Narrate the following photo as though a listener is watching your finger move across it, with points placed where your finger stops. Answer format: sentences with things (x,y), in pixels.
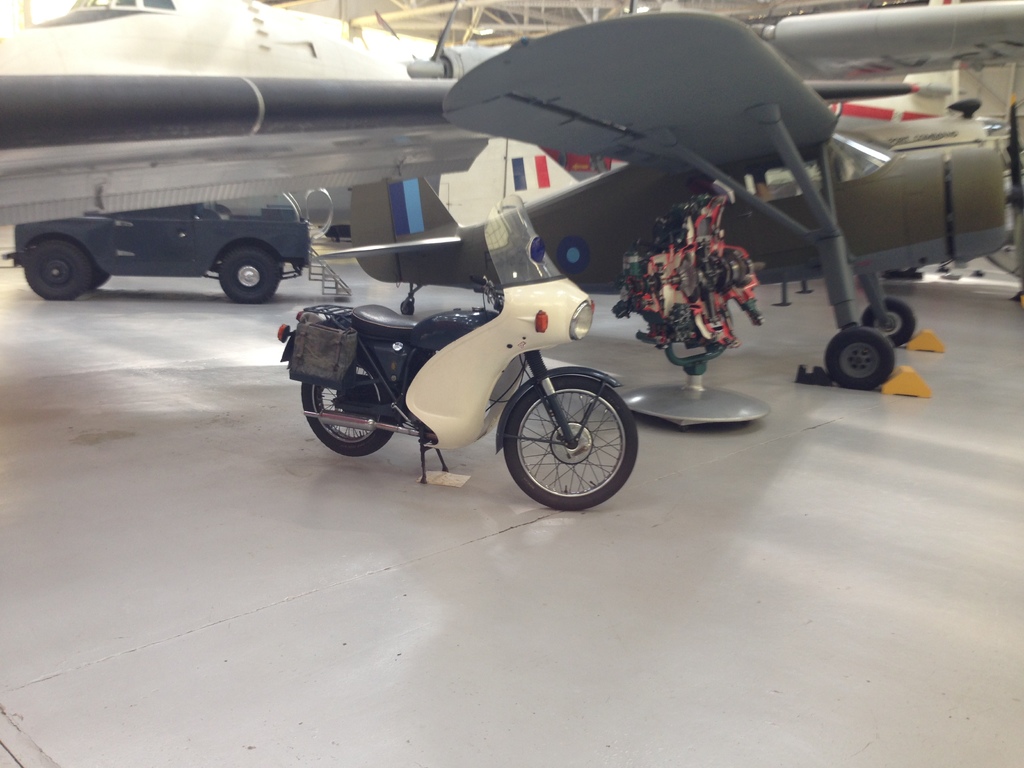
In this image I can see a motorcycle (323,425), a vehicle (301,247), an aircraft (425,246) and on it I can see few logos (407,200) are printed. I can also see red and black colour thing (655,272) over here.
